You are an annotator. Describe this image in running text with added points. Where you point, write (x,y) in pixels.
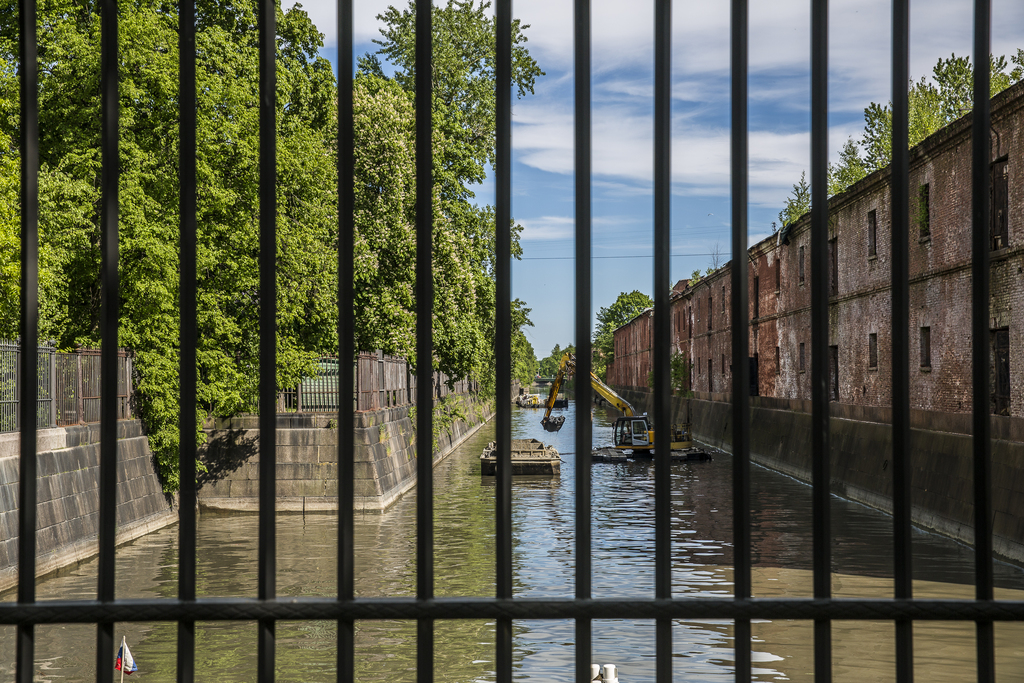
The image is captured from behind a fence (584,487) and there is a river (612,508) and on the river (612,477) there is a crane (631,417) and few boats (531,398), the river (492,420) is in between the walls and around the walls (888,323) there are plenty of trees (123,195).
